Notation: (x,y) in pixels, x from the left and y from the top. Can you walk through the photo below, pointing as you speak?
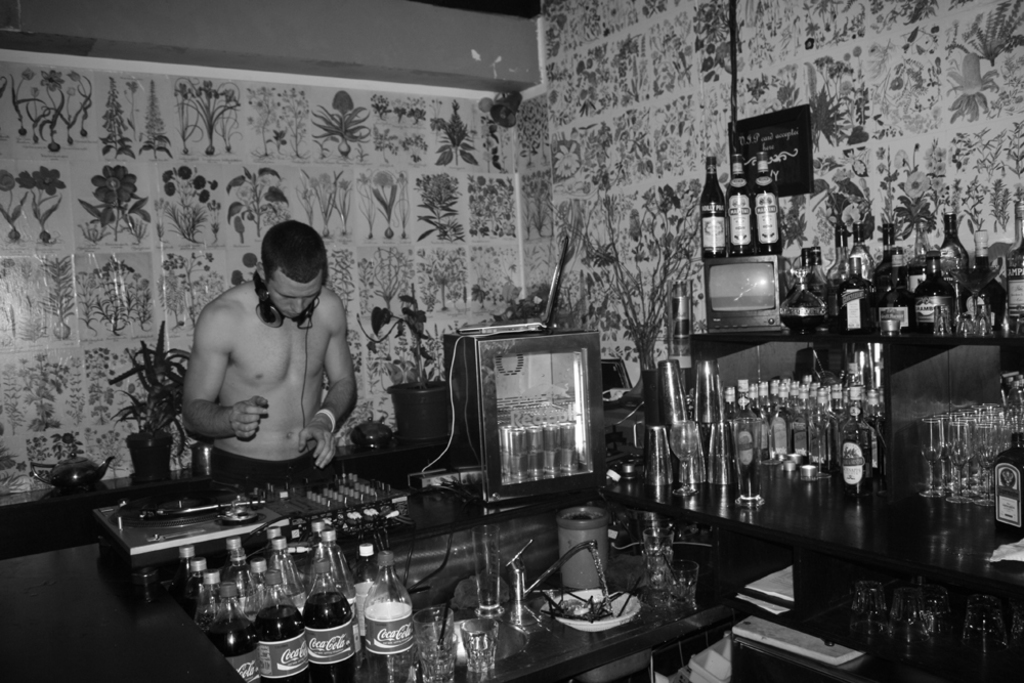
In this image there is a person (327,349) placed headset (304,390) on his neck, in front of him there is a bar counter (404,575) with DJ mixer (284,528), bottles (218,600), utensils (547,593) and other objects (529,429) on it. In the background (625,63) there is a wall (795,52).
